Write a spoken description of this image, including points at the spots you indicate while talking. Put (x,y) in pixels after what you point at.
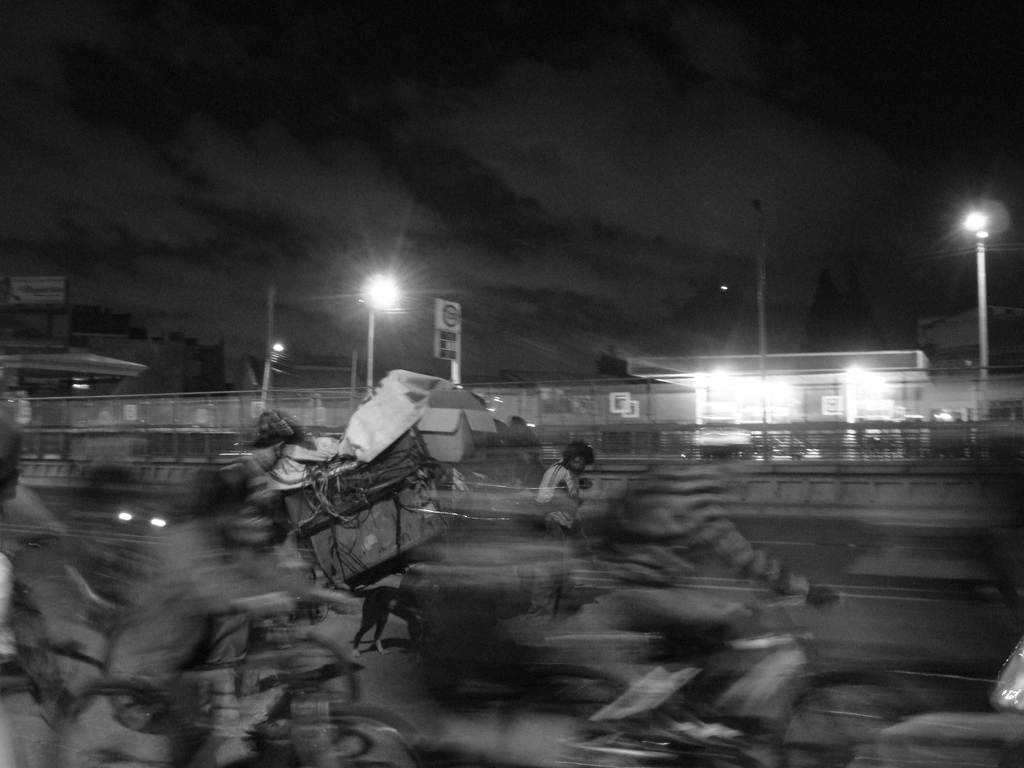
In this image I can see the black and white picture in which I can see number of persons (705,596) are riding bicycles (523,688) on the road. In the background (947,361) I can see few buildings (109,376), few street light poles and the sky (425,166).
